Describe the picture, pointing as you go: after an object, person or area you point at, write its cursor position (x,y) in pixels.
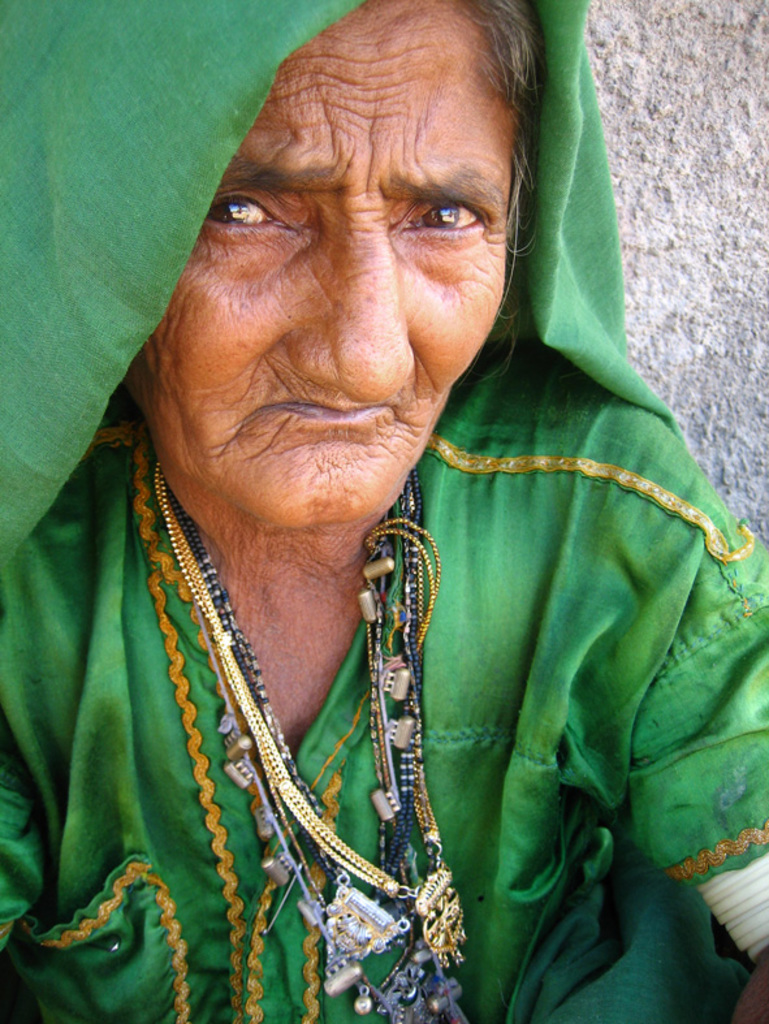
In this image we can see a person (425,646). In the background of the image (643,231) there is a wall (651,360).
